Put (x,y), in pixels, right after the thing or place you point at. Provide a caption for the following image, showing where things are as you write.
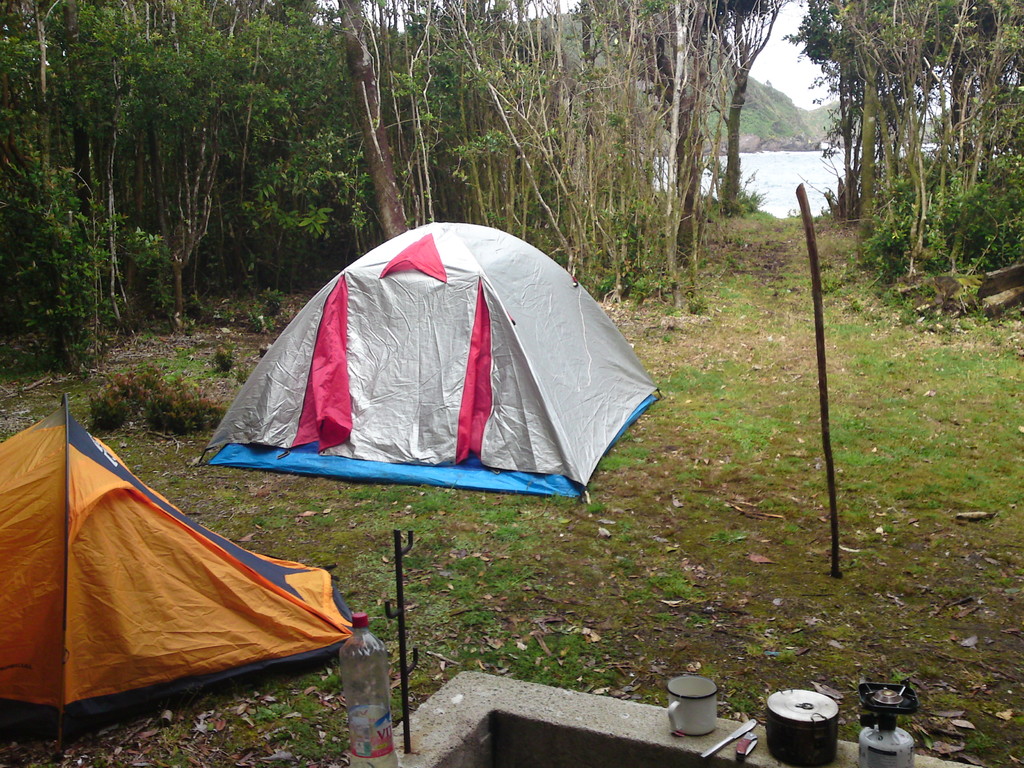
In this image I can see two tents (336,626), sticks (411,667), bottle (386,720), cup (670,683), some objects (802,746) on a stone fence (554,705) and grass (630,679). In the background (840,193) I can see trees (649,222), water (772,189), mountains (753,134) and the sky (821,89). This image is taken may be in the forest (862,63).
